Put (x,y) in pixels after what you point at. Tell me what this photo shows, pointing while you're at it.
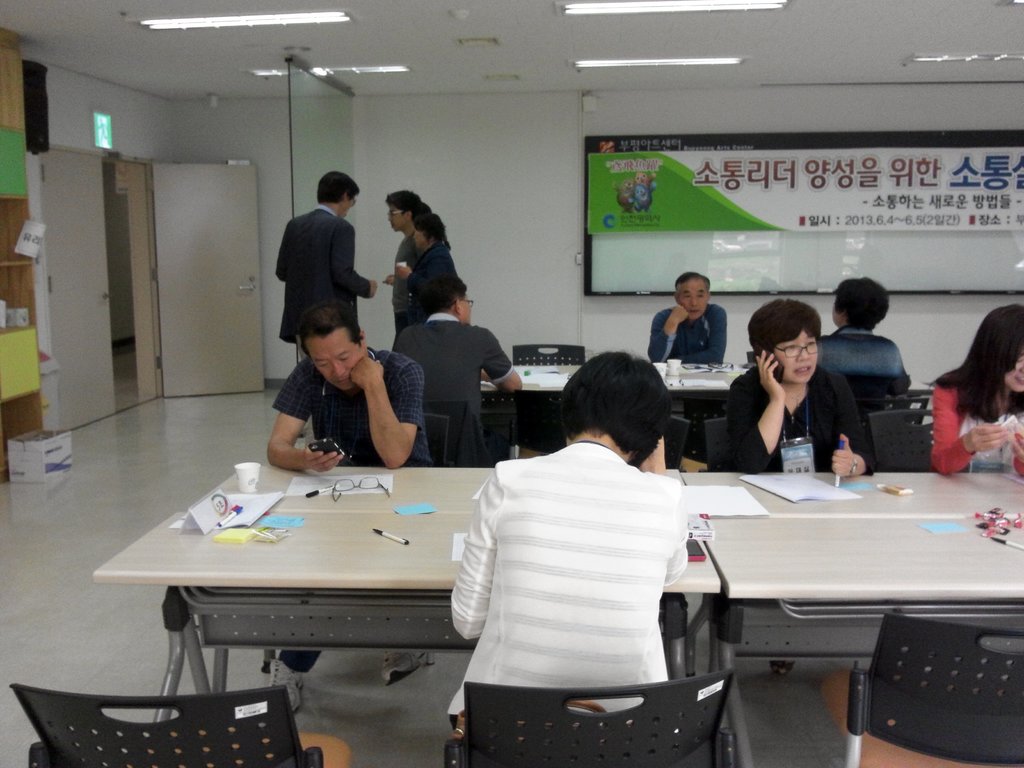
In this image we can see people (620,414) sitting. There are chairs (1023,695) and tables (1005,561). We can see papers (319,485), glasses (377,492), pens (396,541) and some objects (1009,519) placed on the tables (733,545). In the background (588,242) there is a board (634,244), people (291,284) and a door (217,280). At the top (583,4) there are lights (763,8).
